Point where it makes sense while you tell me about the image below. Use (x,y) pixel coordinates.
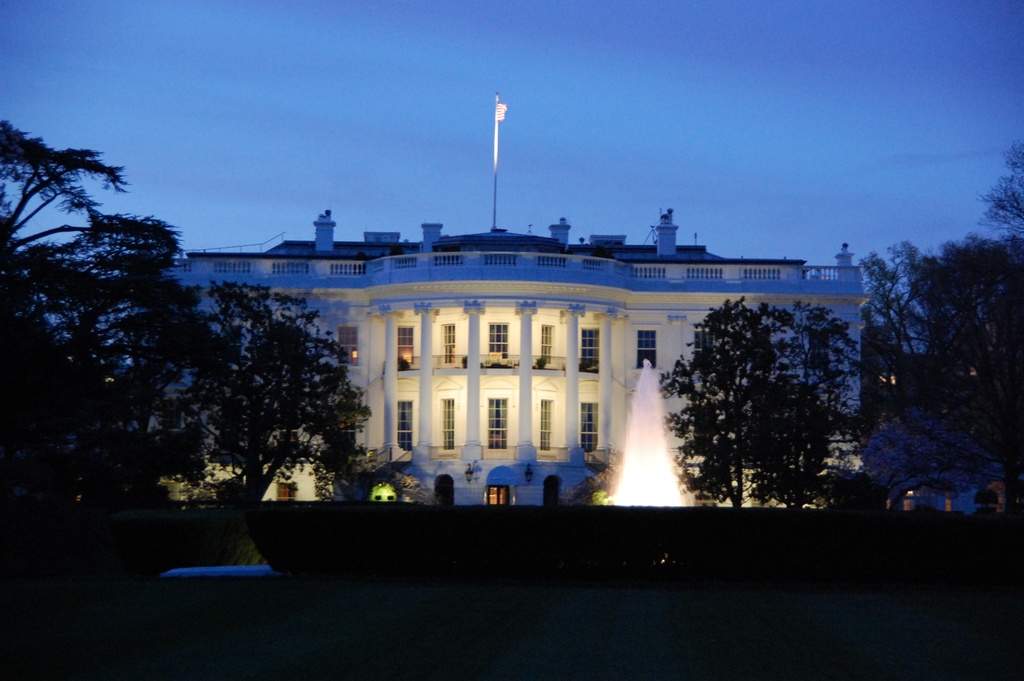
In this picture there is a monument (430,270). On the top of the building (495,281) we can see flag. On the right (952,452) and left of the image (182,430) we can see many trees (885,406). In front of the building (561,494) there is a fountain (641,424). On the top (782,138) we can see sky (479,116).
